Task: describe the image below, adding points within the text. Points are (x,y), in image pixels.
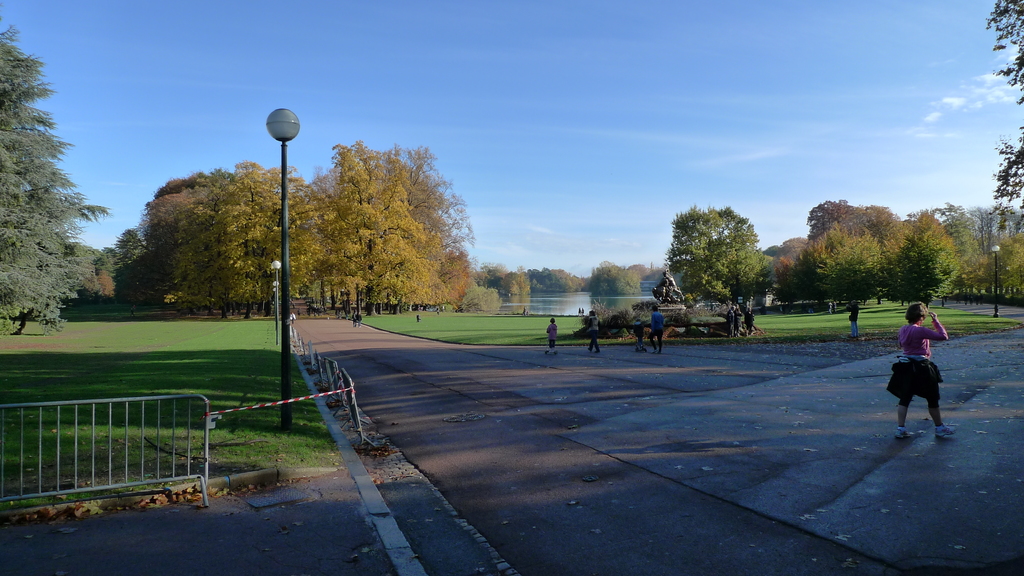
In this picture, we can see a few people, road (395,476), ground (313,439) with grass (94,331), trees (144,284), poles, lights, water (561,303), fencing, statue (674,293), and the sky (743,155) with clouds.
